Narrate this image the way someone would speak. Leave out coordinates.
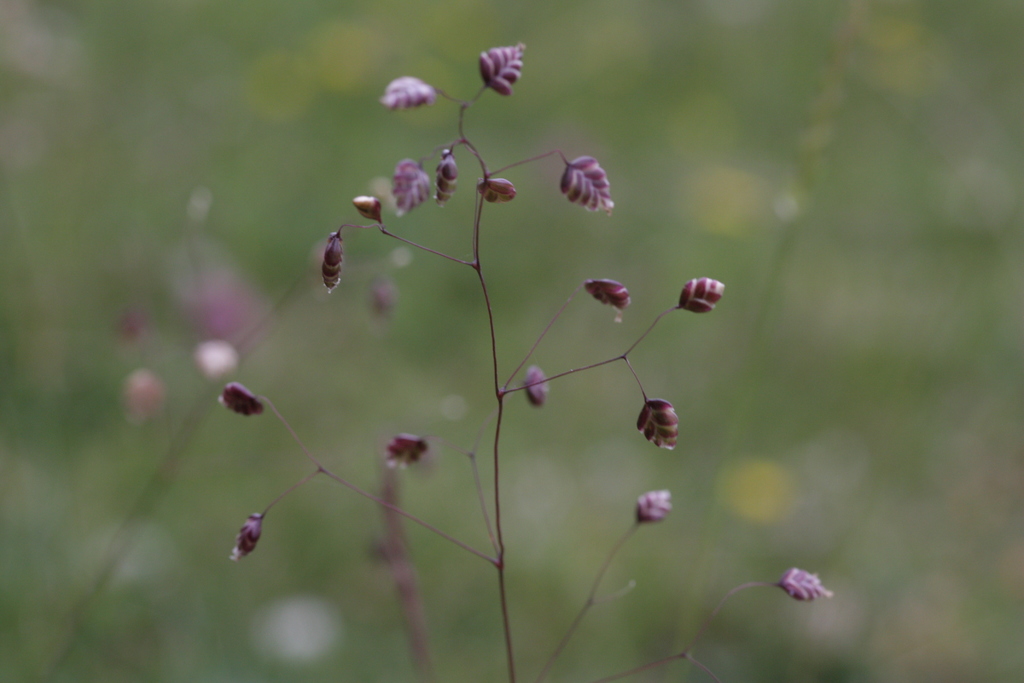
In this image we can see a plant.
